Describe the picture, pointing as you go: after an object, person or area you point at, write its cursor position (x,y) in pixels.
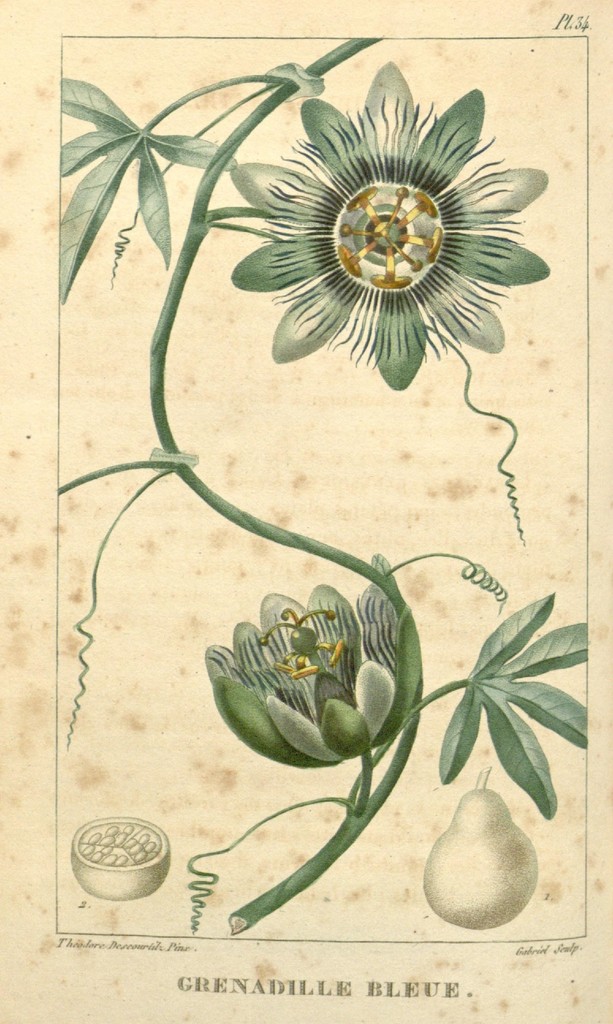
In the image we can see a paper (406,471), on it there is a diagram (299,648) of a flower (321,183), fruit (463,833), leaves (464,729) and a stem (177,277). This is a text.
